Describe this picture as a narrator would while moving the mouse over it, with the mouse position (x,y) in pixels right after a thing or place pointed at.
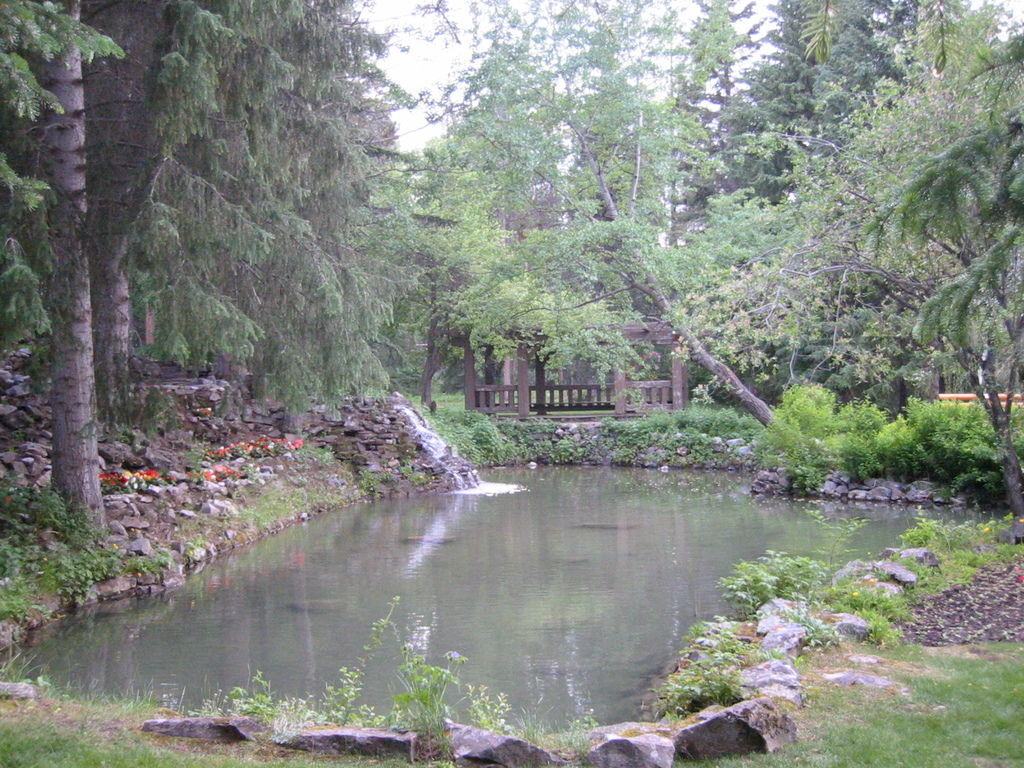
In this image we can see a pond (583,554), around it there are some rocks (533,766), flowers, plants (535,427), bushes (719,414), and some trees (549,205), also we can see the sky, and a deck (478,410).
